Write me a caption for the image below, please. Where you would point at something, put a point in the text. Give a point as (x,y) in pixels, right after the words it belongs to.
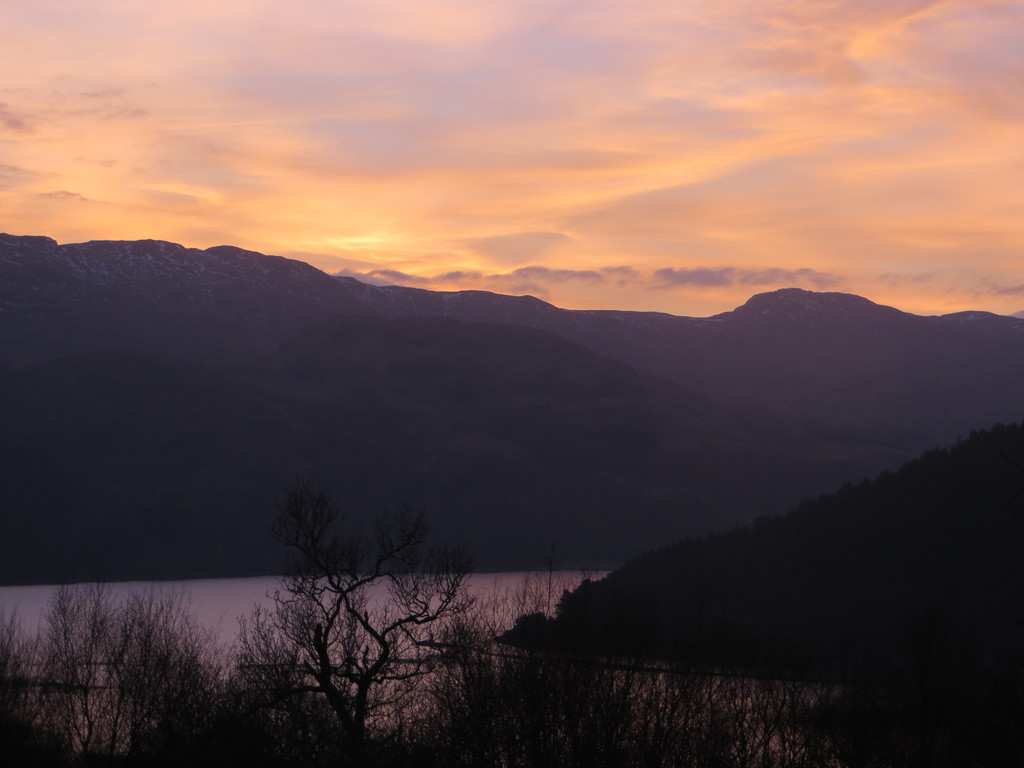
In this image, there are some trees (177,622). There is a lake (243,599) in between hills (481,410). There is a sky (540,125) at the top of the image (524,88).
